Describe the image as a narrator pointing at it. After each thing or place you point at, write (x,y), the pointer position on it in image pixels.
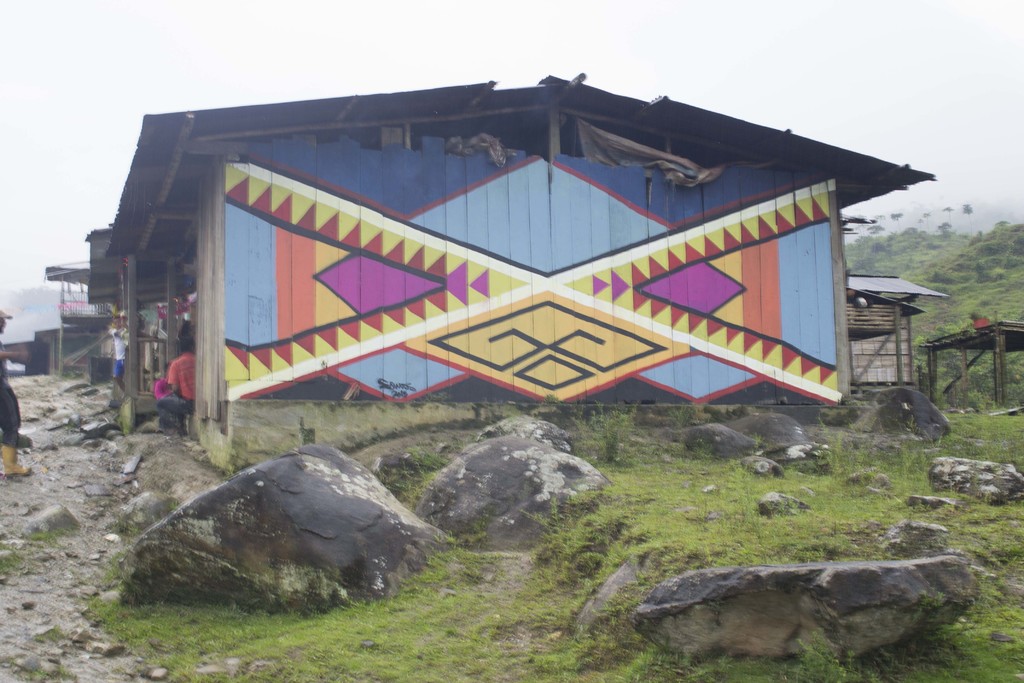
In the center of the image (488,366) we can see a building (400,356) with roof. At the bottom of the image (1018,598) we can see rocks (721,590) and grass (553,563). In the background (890,59) there is a sky (475,27).
